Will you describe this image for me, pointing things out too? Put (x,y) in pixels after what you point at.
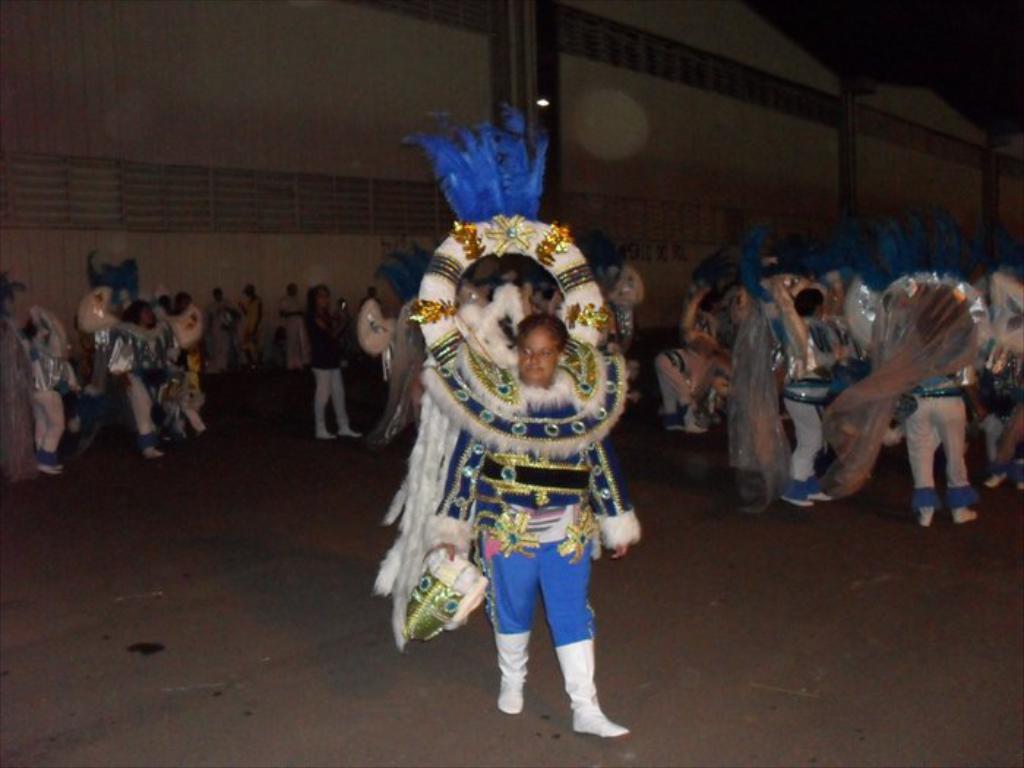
In this image I see number of people (391,304) in which most of them are wearing costumes (579,393) and I see the path (84,541). In the background (126,49) I see the wall (648,146).
